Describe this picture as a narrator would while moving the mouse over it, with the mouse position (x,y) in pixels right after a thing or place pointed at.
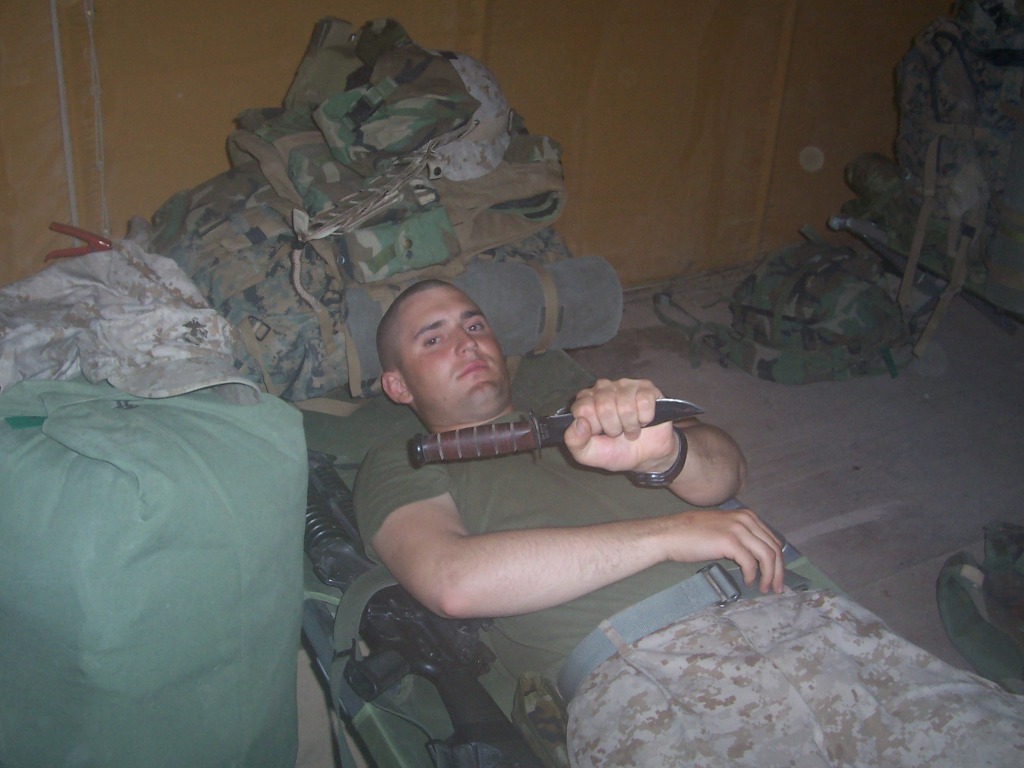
There is a person (499,547) lying on a cot (402,736). He is holding a knife (452,446). Near to him there is a gun (390,675). Also there are bags (216,403). On the right (874,272) there are bags (961,219). In the background (657,75) there is a wall (736,73). Also he is wearing a watch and belt (674,616).
